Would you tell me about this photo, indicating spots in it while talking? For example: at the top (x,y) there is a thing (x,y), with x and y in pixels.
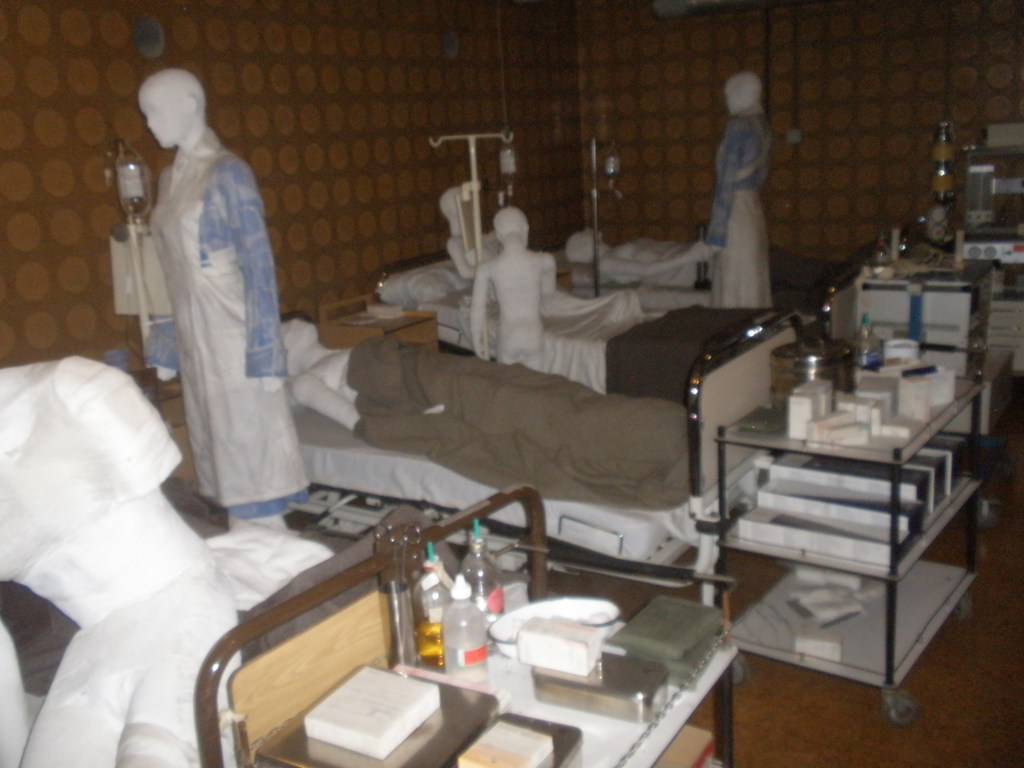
In this picture we can see the beds (330,434), mannequins (142,766), blankets (591,328), salines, stands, racks (858,452). In the racks (858,628) we can see the boxes (834,577), bottles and some other objects (557,767). In the background of the image (538,134) we can see the wall (892,86). At the bottom of the image (943,685) we can see the floor (847,716).
